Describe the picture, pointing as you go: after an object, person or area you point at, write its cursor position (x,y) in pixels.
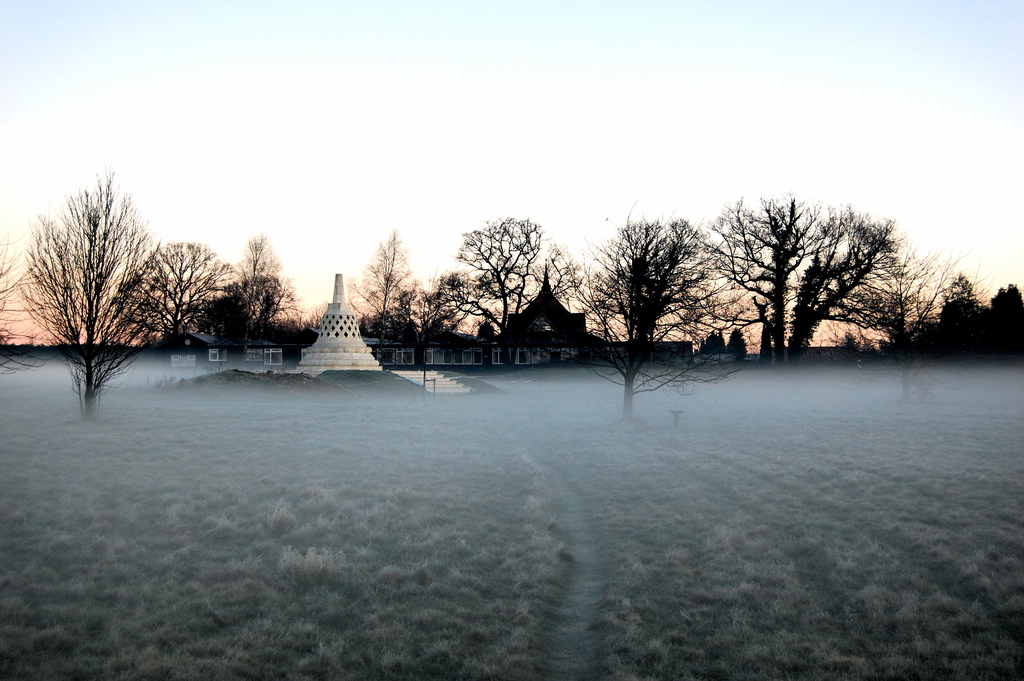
In this picture we can see trees (421,340) and ancient architecture (448,348). This is ground (163,620). In the background (458,176) there is sky (812,160).
